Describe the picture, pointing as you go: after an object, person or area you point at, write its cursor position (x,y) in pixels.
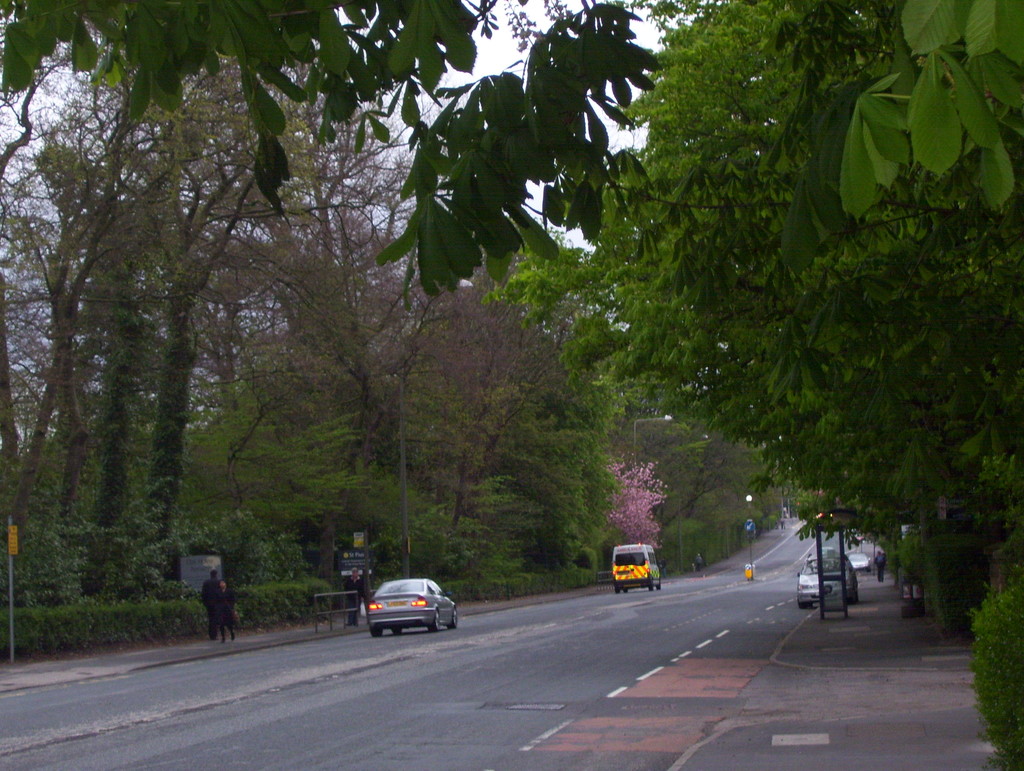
In this picture we can see vehicles (813,590) on the road (401,655), some people (357,580) on the footpath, poles (368,568), trees (448,441), some objects (360,558) and in the background (492,23) we can see the sky (393,122).
